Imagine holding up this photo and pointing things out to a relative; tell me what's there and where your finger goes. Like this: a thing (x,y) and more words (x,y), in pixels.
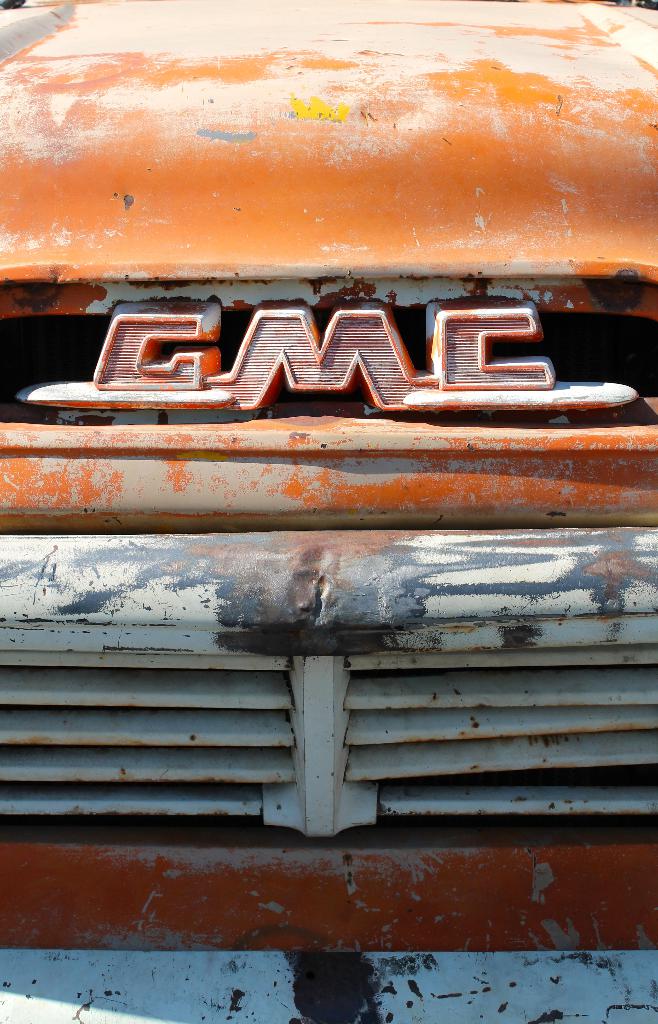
This is zoomed in picture of a car (328,893).
